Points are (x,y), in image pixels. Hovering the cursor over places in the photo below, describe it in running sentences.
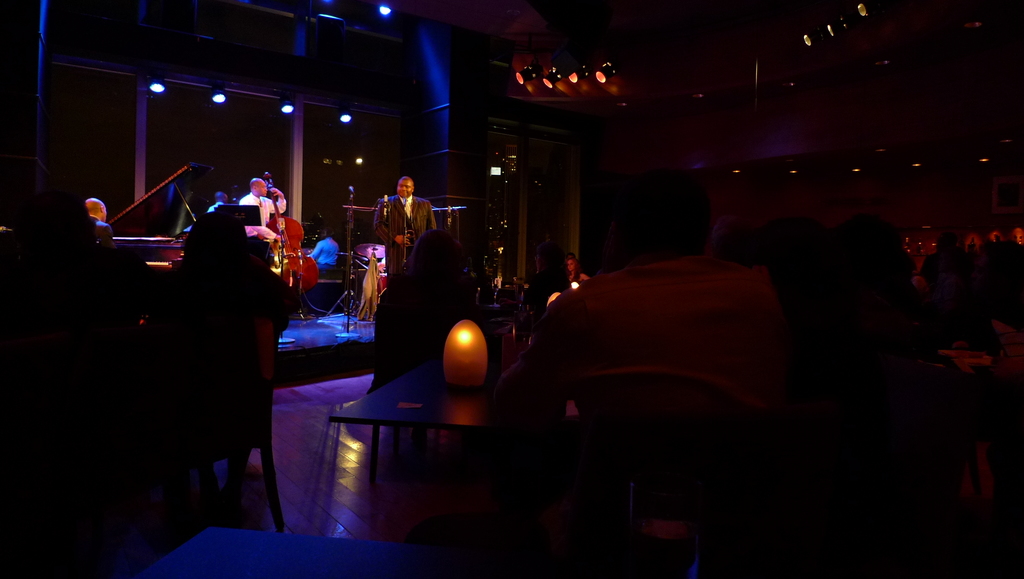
In the picture we can see group of people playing musical instruments (306,284) and we can see some tables (202,566), chairs (757,437) and top of the picture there are some lights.
